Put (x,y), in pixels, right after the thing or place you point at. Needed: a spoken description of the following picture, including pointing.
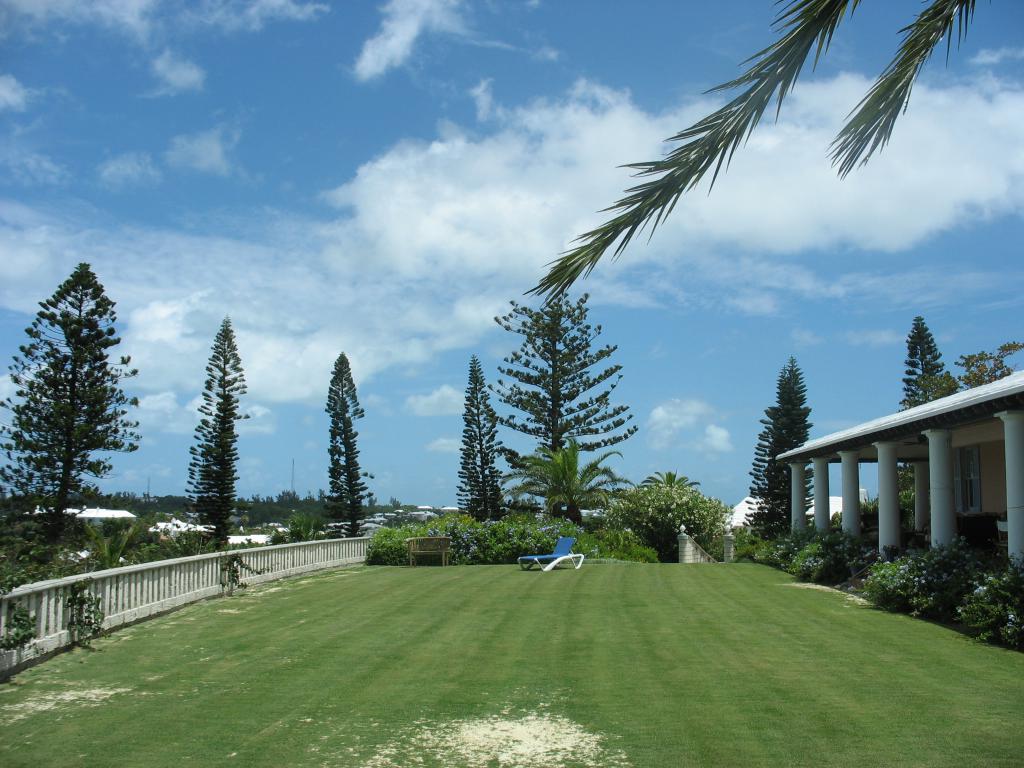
It is a lawn (533,767) outside the house (918,521) and there is a beautiful garden (545,547) and in the garden (938,712) there is a blue chair (553,556) and there is a fencing (46,583) around the garden (571,678) and behind the fencing (81,576) there are tall trees (514,452).
